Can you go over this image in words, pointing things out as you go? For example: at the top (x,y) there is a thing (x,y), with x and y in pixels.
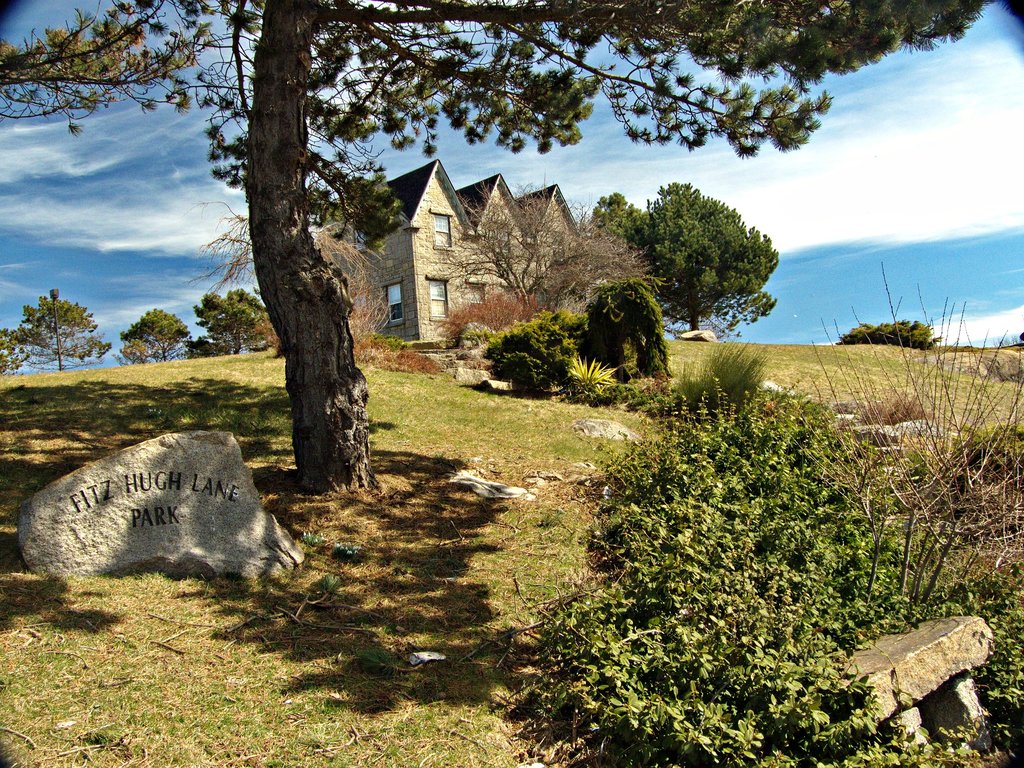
In this image, we can see the ground (253,610) with some objects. We can see a stone (201,475) with some text (201,475). We can see a house (430,323). There are a few trees (644,264). We can see some grass (410,385), plants (369,333). We can see the sky (841,272) with clouds (996,180).
